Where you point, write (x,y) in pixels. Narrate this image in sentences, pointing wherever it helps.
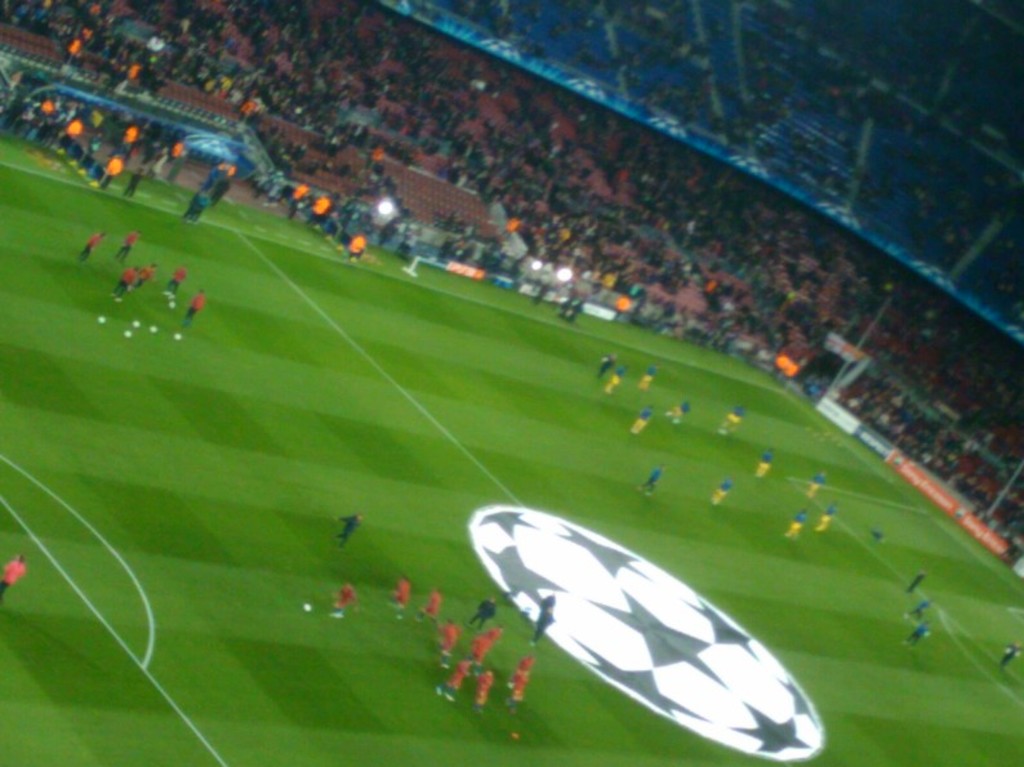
In this picture we can see the view of the football ground (455,603) with some players (405,583). Behind we can see the audience (600,270) sitting on the chair (410,199) and enjoying the game.
